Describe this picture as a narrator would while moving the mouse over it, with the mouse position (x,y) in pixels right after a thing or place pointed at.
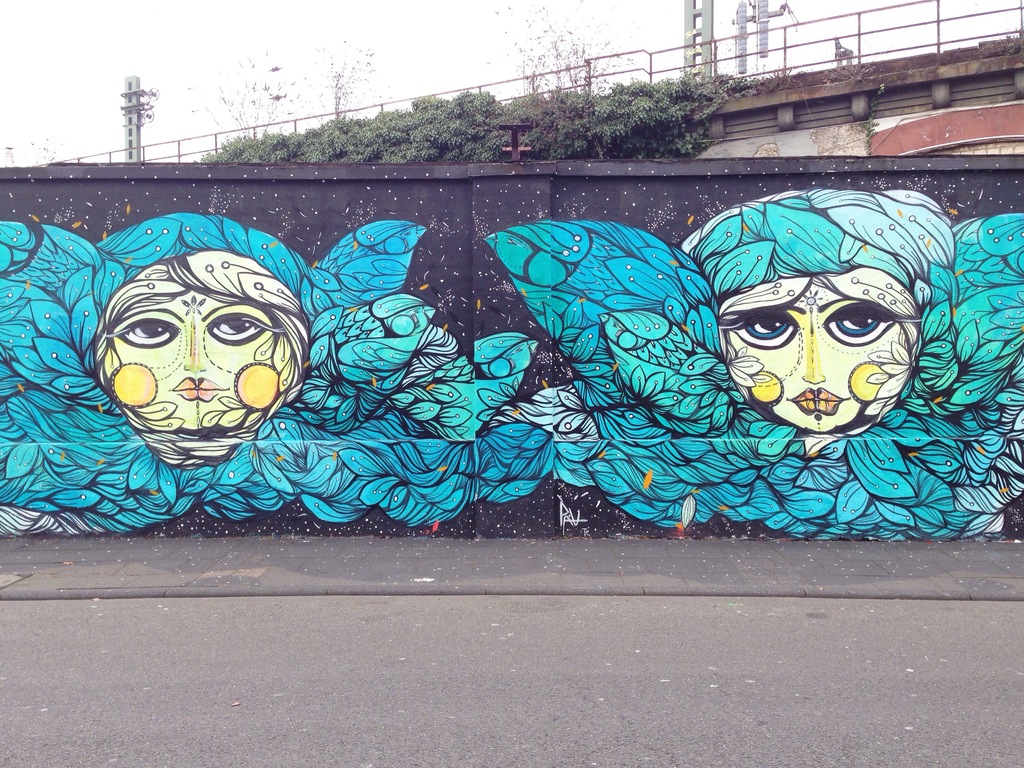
This is an outside view. At the bottom (400,652) there is a road (248,720). In the middle of the image (540,291) there is a wall (289,193) on which I can see some paintings (287,334). In the background (419,128) there are many trees (453,151) and a bridge (821,136). At the top of the image (298,55) I can see the sky (269,45).
